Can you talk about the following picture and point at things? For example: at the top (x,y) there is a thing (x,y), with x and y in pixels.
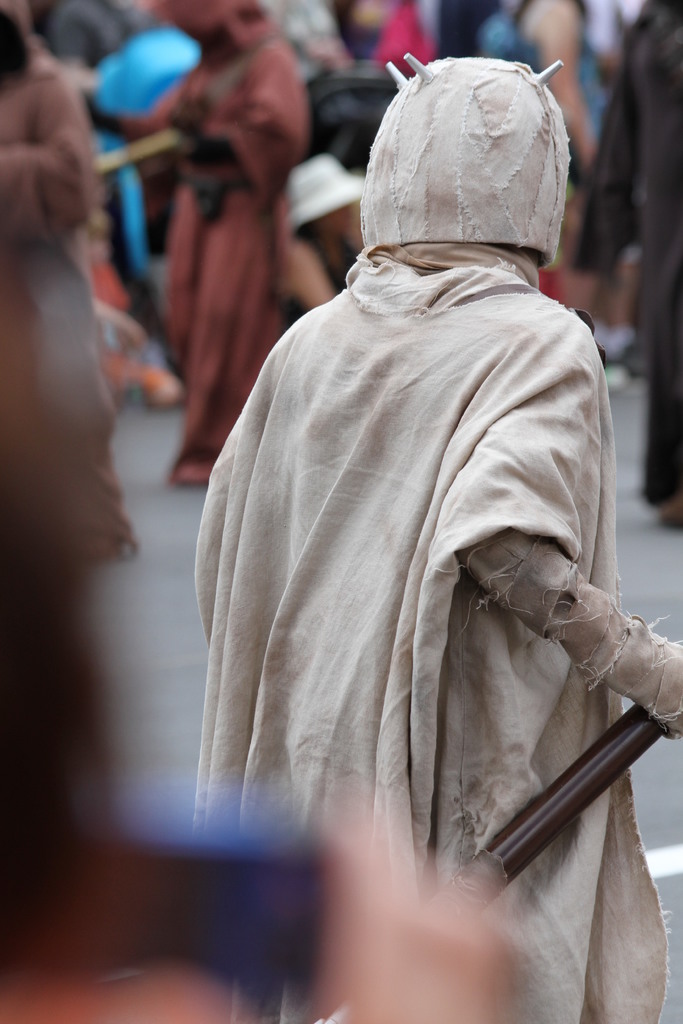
A person (533,642) is holding an object (584,798), here people (266,313) are standing.
